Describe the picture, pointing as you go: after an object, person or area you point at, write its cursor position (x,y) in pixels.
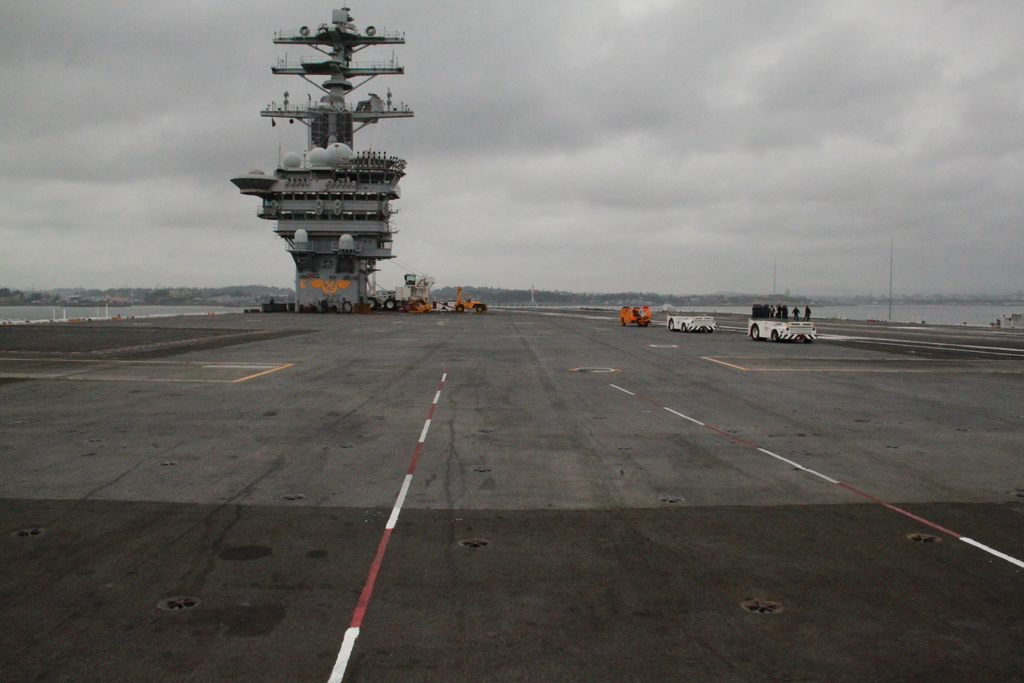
In the image we can see there are vehicles (685,323) on the road (729,415). There are even people (772,310) wearing clothes (760,307), here we can see a boat (328,297), poles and a cloudy sky (582,232).
